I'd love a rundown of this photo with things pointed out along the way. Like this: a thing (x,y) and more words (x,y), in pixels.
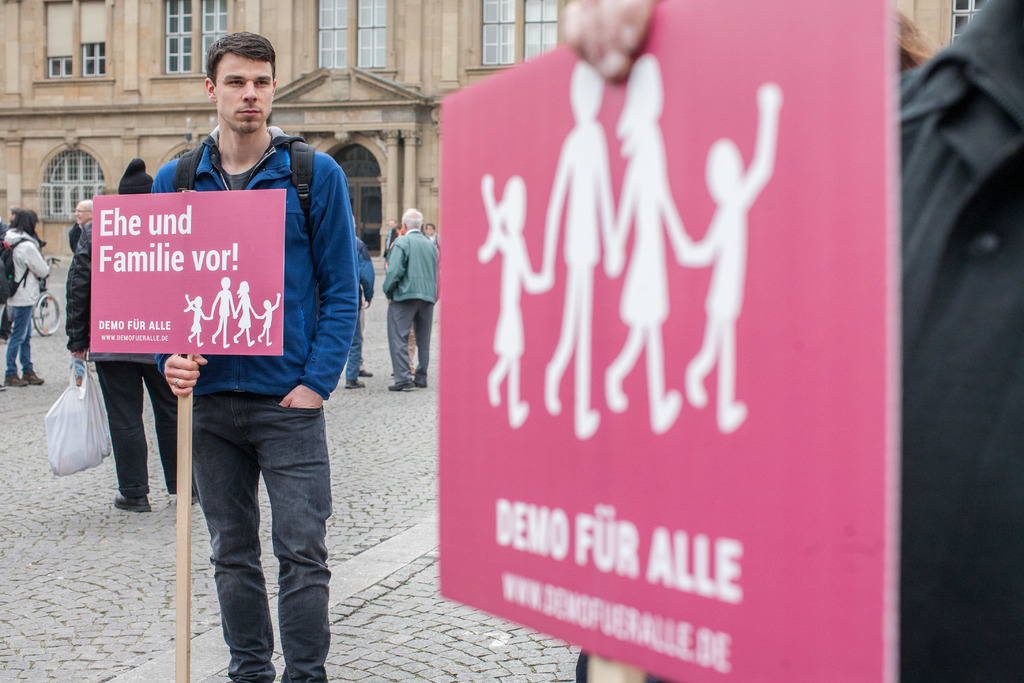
In this image, we can see people (220,150) and some are holding boards (878,373) and on the boards (521,413), we can see some text (150,268) and there are pictures (608,232) of people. In the background (29,254), there are some more people (140,190) and we can see some people (69,324) holding objects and wearing bags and we can see a building (480,26) and a bicycle (52,298). At the bottom (5,499), there is a road (348,594).
